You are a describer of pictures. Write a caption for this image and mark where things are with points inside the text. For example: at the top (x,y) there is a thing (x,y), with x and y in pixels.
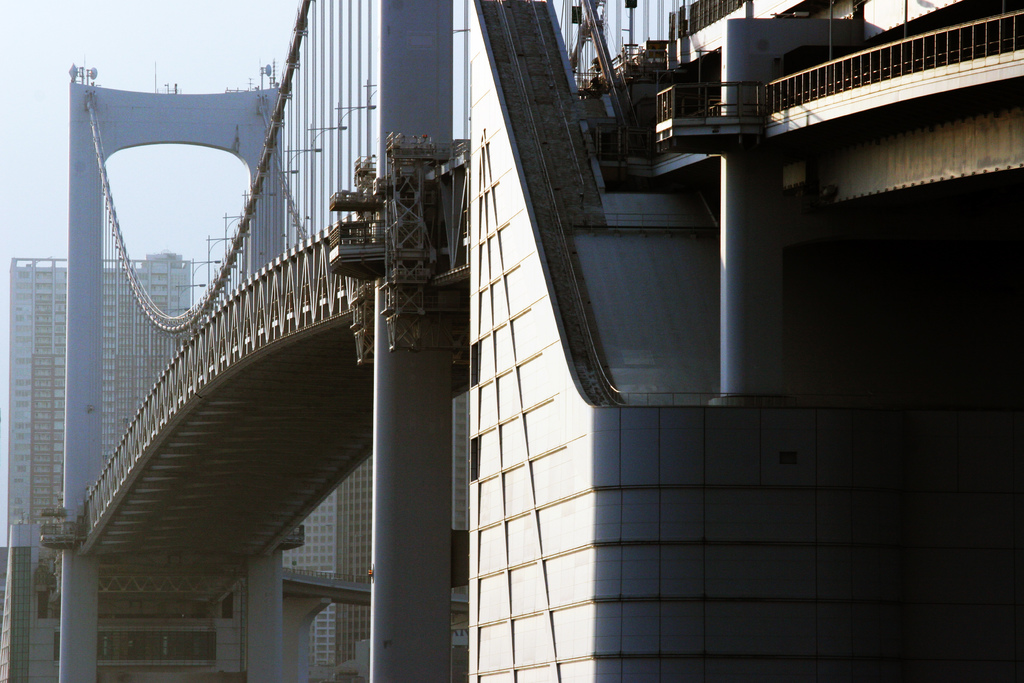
As we can see in the image there are buildings (162,626), fence (730,116), bridge (529,286) and sky (142,46).
